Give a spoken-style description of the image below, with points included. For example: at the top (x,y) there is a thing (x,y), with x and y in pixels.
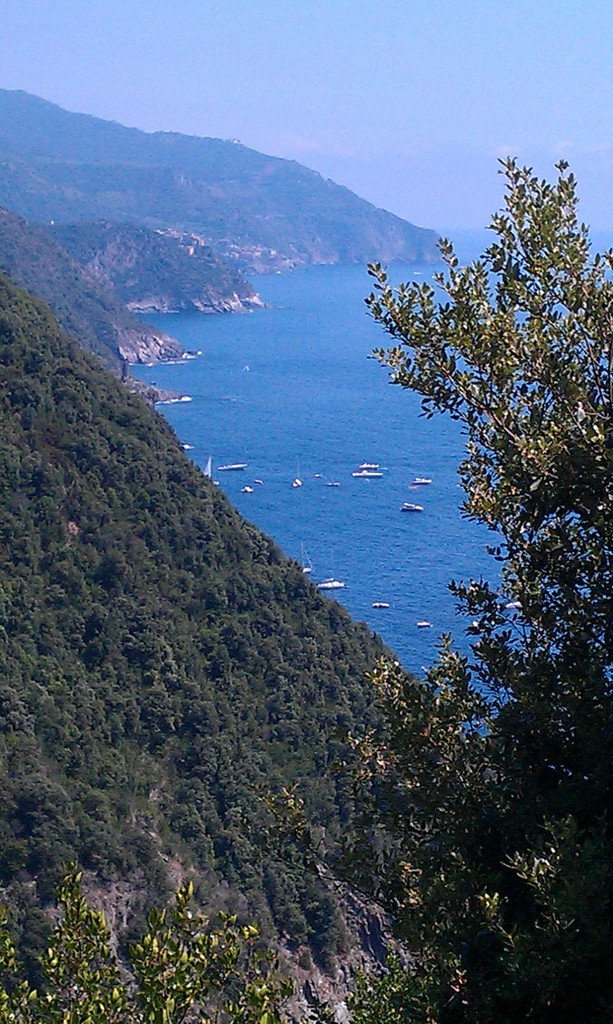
In this picture, we can see trees (162,719), some boats (209,462) on the water (345,537), hills (219,568) and a sky (352,119).
